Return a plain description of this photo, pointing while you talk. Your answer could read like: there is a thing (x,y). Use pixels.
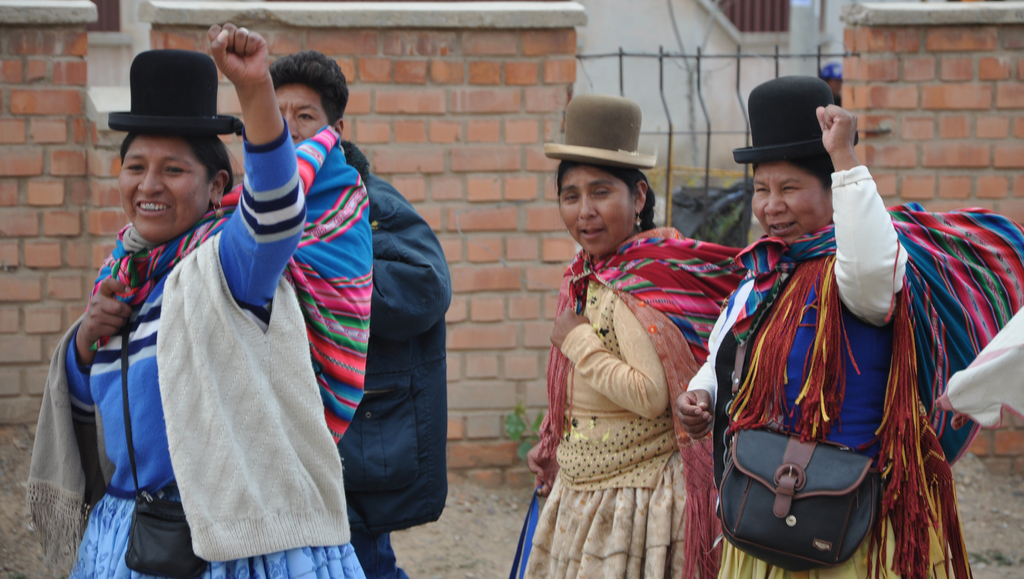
In this picture there are people (656,363), among them few people (748,366) carrying sacks (957,362). In the background of the image (484,481) we can see walls (525,479), leaves (522,406) and fence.
